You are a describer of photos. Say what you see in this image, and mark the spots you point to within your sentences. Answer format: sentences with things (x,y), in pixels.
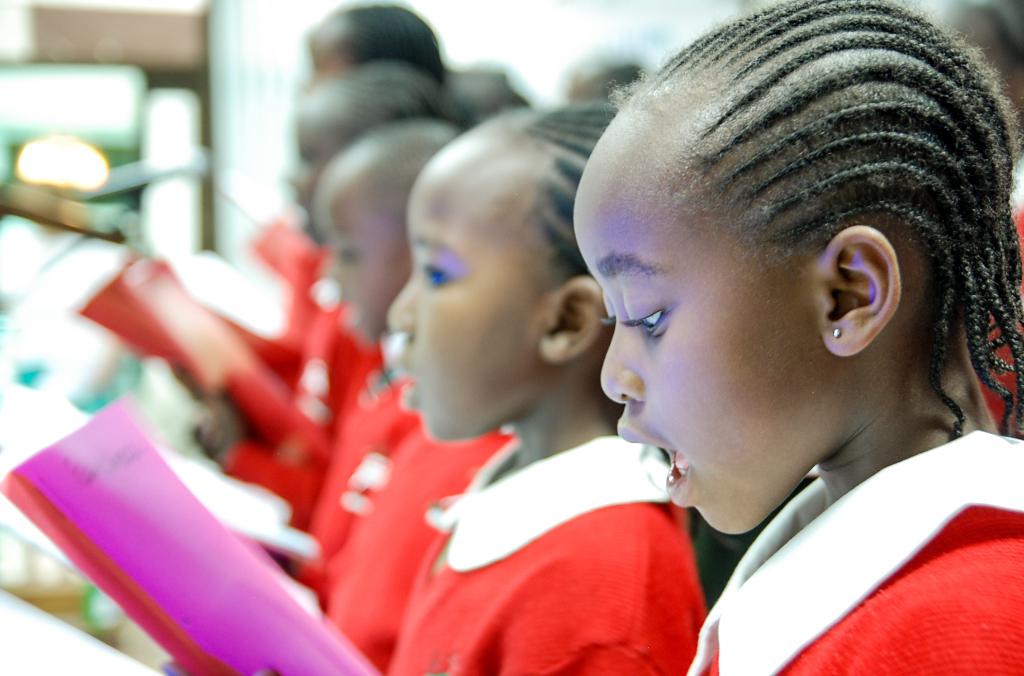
In this image we can see a group of people (532,420) and they are holding some objects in their hands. There is a blur background (71,99) in the image.
